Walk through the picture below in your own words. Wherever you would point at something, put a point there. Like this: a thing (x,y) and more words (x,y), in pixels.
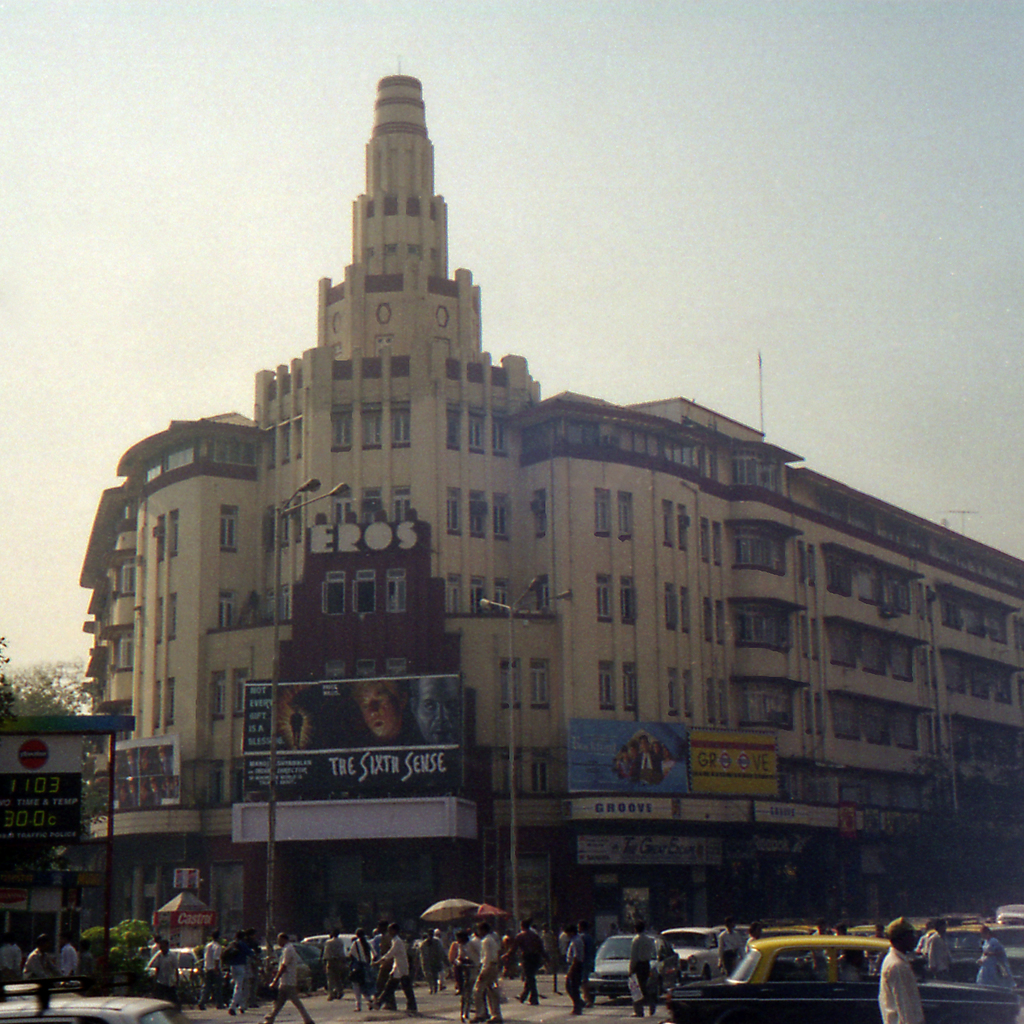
In the image there are many people (381,963) walking on the road (569,1017) and many cars (732,974) moving, in the back (563,587) there is a building (255,534) with many windows (683,597) and stores (597,869) below it and above its sky (781,186).
